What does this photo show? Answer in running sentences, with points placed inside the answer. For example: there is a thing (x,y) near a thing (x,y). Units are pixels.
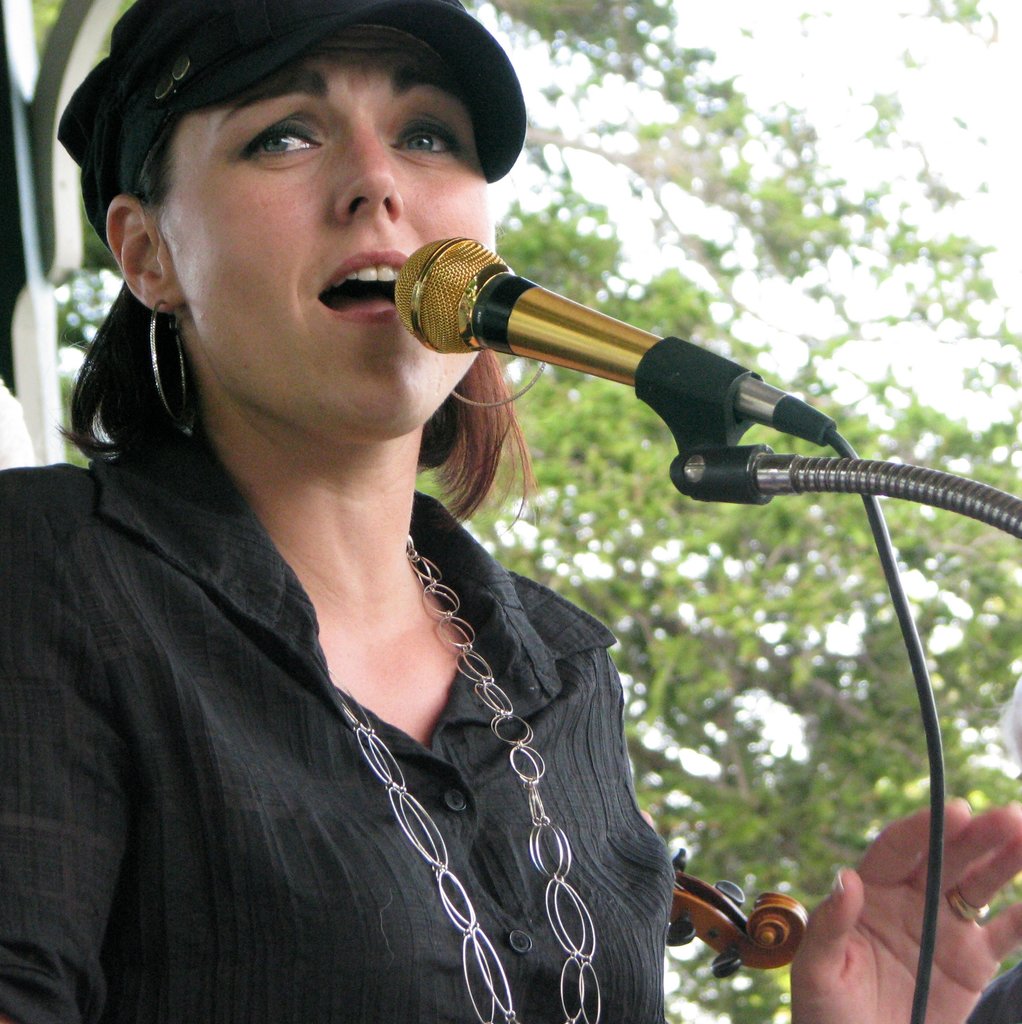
In this image I can see a woman (419,590) is standing in front of a mike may be singing. In the background (717,895) I can see a musical instrument (734,888), metal rods (59,150), trees (699,332) and the sky (859,613). This image is taken may be during a sunny day.
